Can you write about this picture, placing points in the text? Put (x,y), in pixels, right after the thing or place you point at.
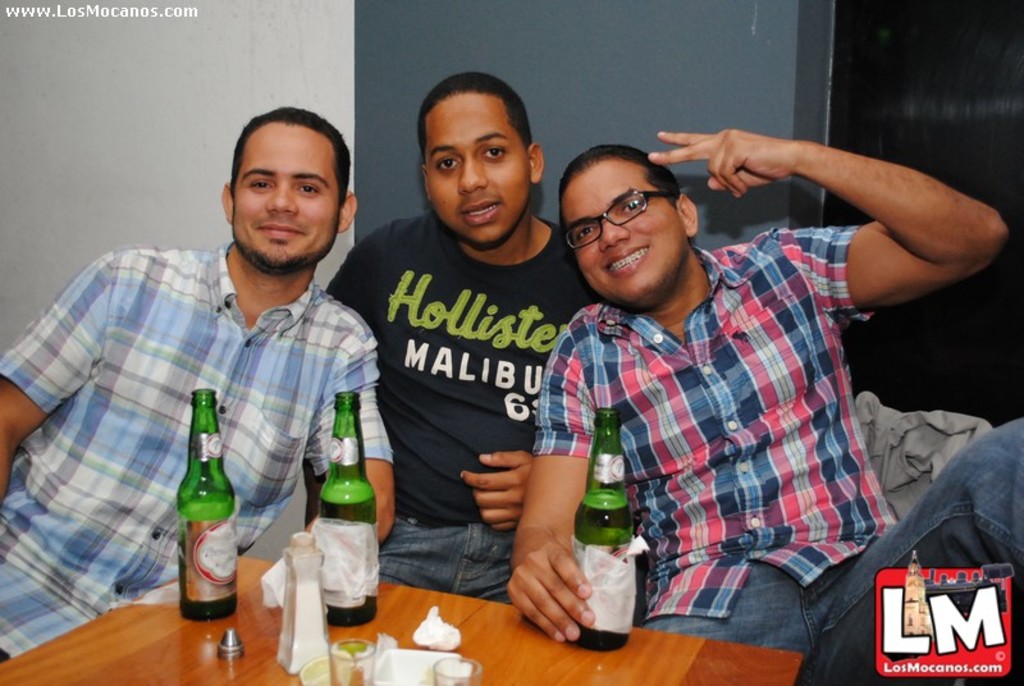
In this picture we can see three men (606,275) sitting and they are smiling where one is holding bottle (623,542) with his hand (555,570) and in front of them on table (119,643) we have bottles (343,501), glasses (366,658), tissue paper (421,643) and in the background (189,153) we can see wall (384,73).
